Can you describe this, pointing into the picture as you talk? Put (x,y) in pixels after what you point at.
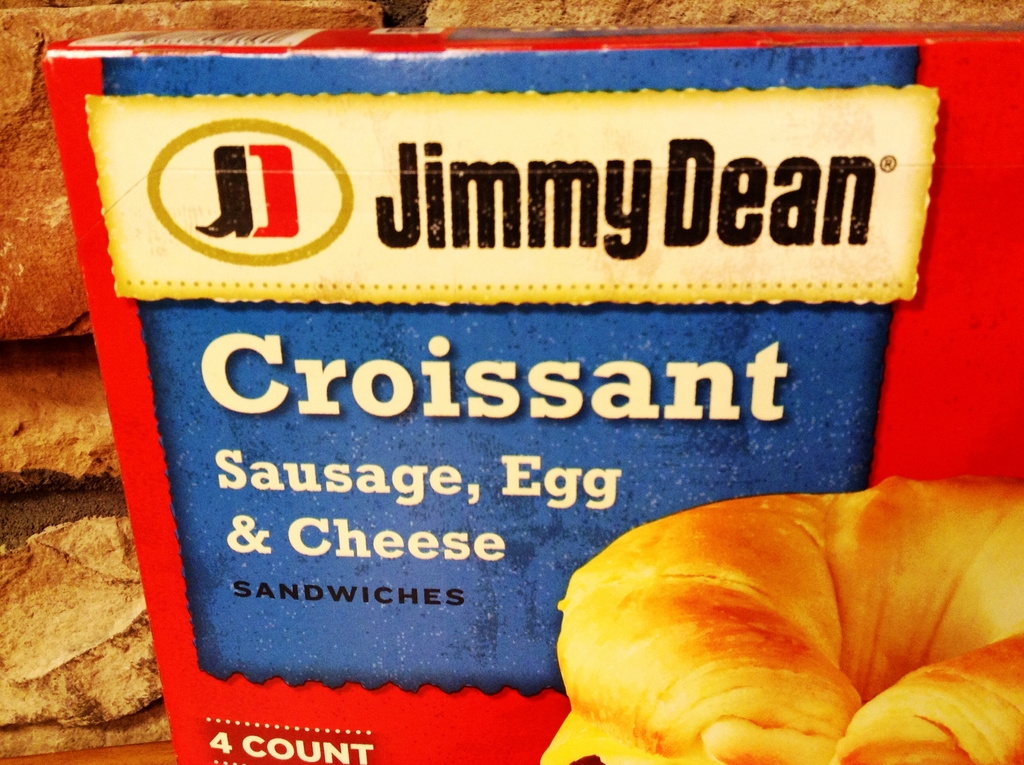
In the center of the image (553,446) we can see a box (439,507) and a snack item (892,574). In the background of the image (4,294) we can see the bricks wall (4,294). In the bottom left corner (150,749) we can see a table (133,754).
